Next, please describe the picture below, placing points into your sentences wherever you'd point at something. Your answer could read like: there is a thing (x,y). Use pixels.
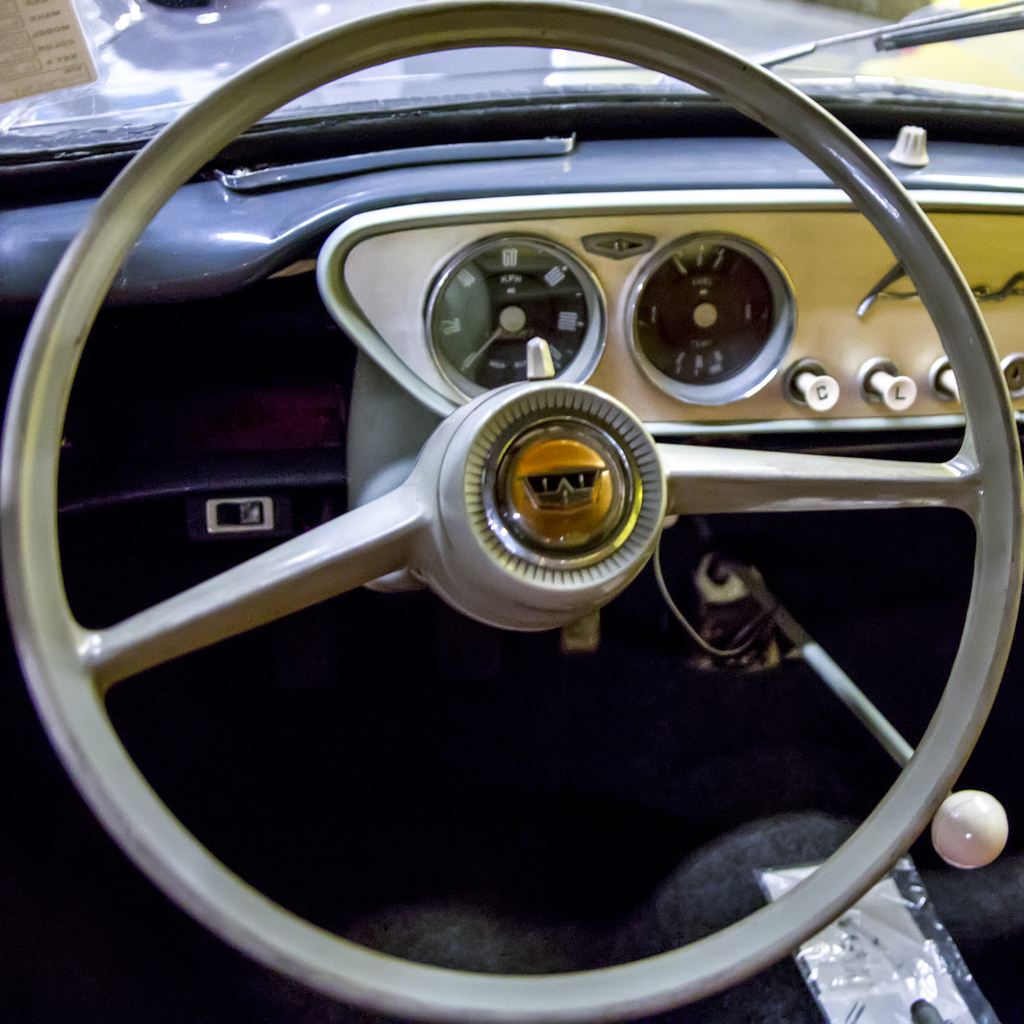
In this image I can see steering (491,408) of a vehicle (450,491). I can also see speedometer (450,298) and few other things (839,392).
